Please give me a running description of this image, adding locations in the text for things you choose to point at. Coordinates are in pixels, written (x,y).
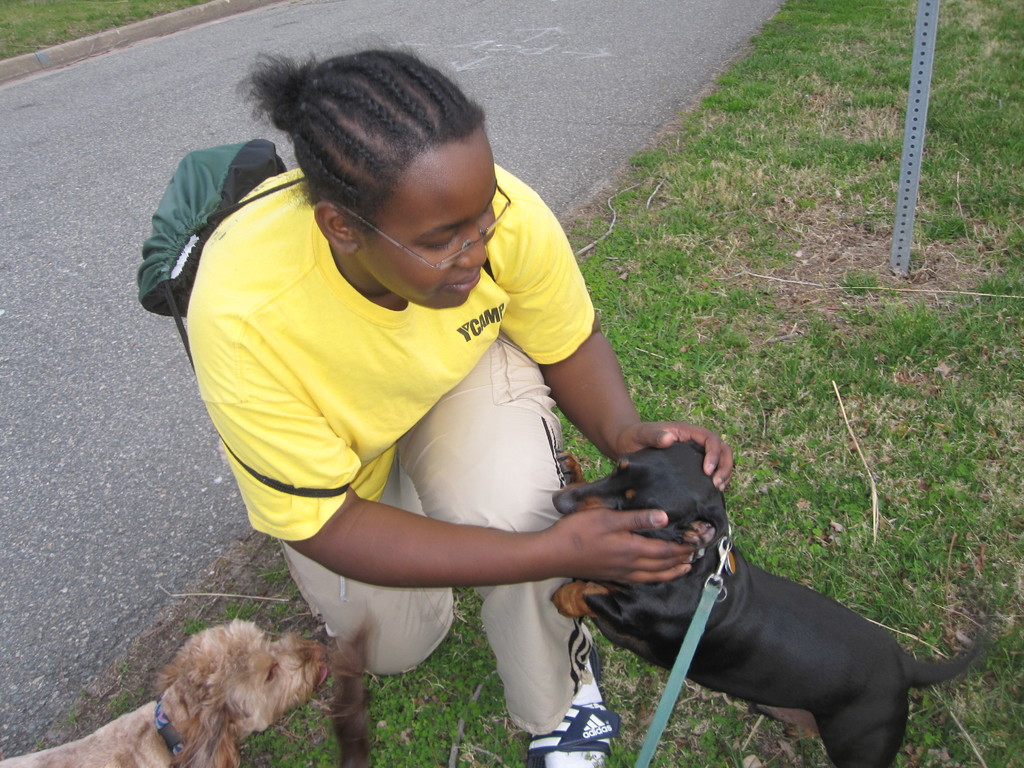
At the bottom of the image (854,539) I can see the grass (860,483). Here I can see a woman (415,456) wearing a yellow color t-shirt (338,362), trouser (417,456) and a bag (184,238), sitting on the knees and playing with the puppies (655,663). At the back of her I can see the road (200,69). On the right side (920,122), I can see a pole (916,105).
